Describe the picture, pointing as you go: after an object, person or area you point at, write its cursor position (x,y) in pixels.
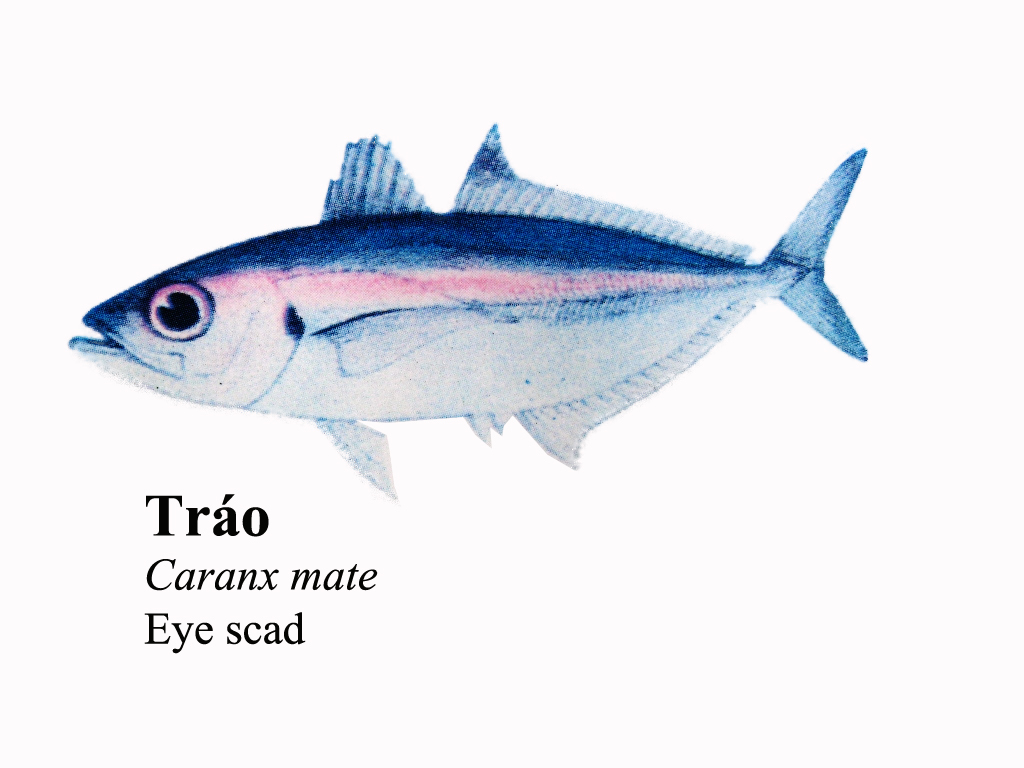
In this image, I can see a photo of a fish (355,356) and some text (278,627). There is a white background (485,555).
